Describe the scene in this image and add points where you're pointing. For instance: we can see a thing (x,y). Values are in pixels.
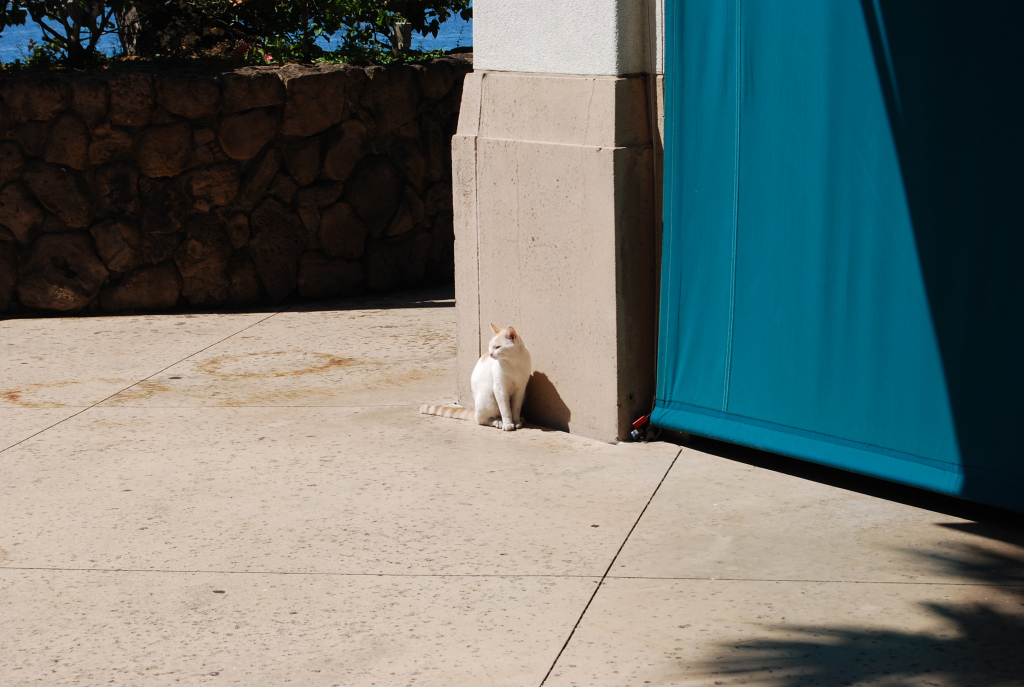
In the center of the image (509,407) we can see a cat (494,406). On the right (925,380) there is a curtain (898,215). On the left (199,223) we can see a wall (183,235) and trees (148,18).
